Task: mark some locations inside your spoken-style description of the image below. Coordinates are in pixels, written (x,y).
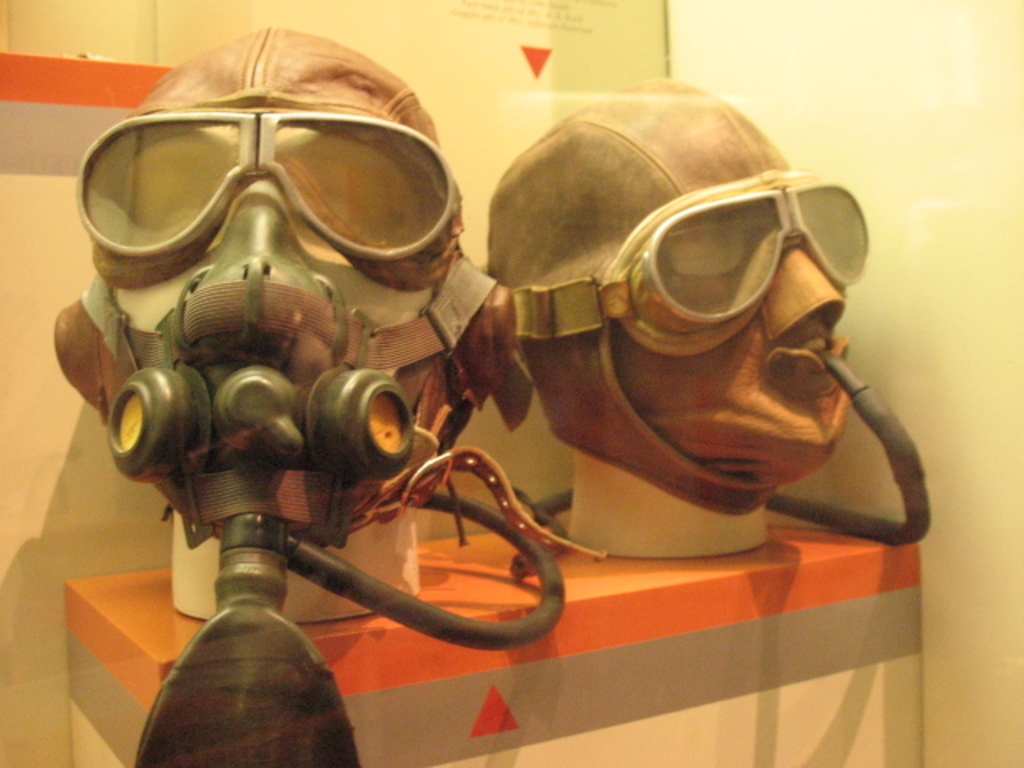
This is the picture of gas mask (254,742) with cylinder (315,766) on the table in the foreground (852,205). And there is a wall (864,192) in the background (842,125).
